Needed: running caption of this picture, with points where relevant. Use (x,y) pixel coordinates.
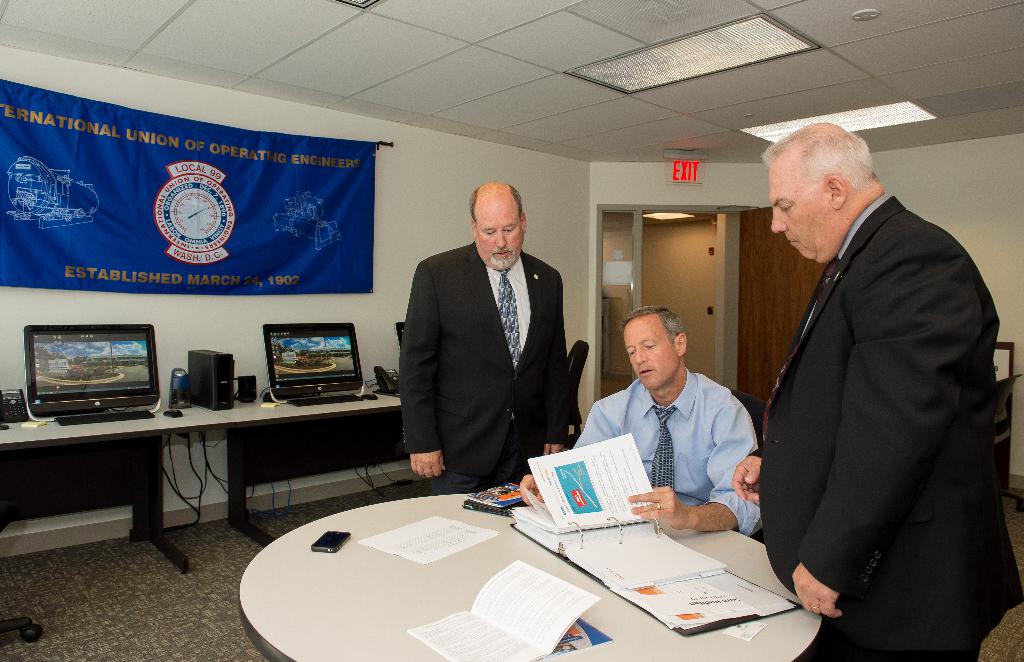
In this image we can see a man (709,402) is sitting on a chair (740,393) and holding papers (618,487) in the hands (636,514) of a book (627,503) and other two men (504,347) are standing. There is a book (591,640), papers (758,628), mobile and objects (485,509) are on the table (315,647). In the background (280,183) we can see a banner (203,212) and board (689,171) on the wall (628,177), monitors (295,383), keyboard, telephone (21,410) and objects (212,400) are on a table (253,408), door (756,324), lights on the ceiling (465,25) and other objects (624,278).
